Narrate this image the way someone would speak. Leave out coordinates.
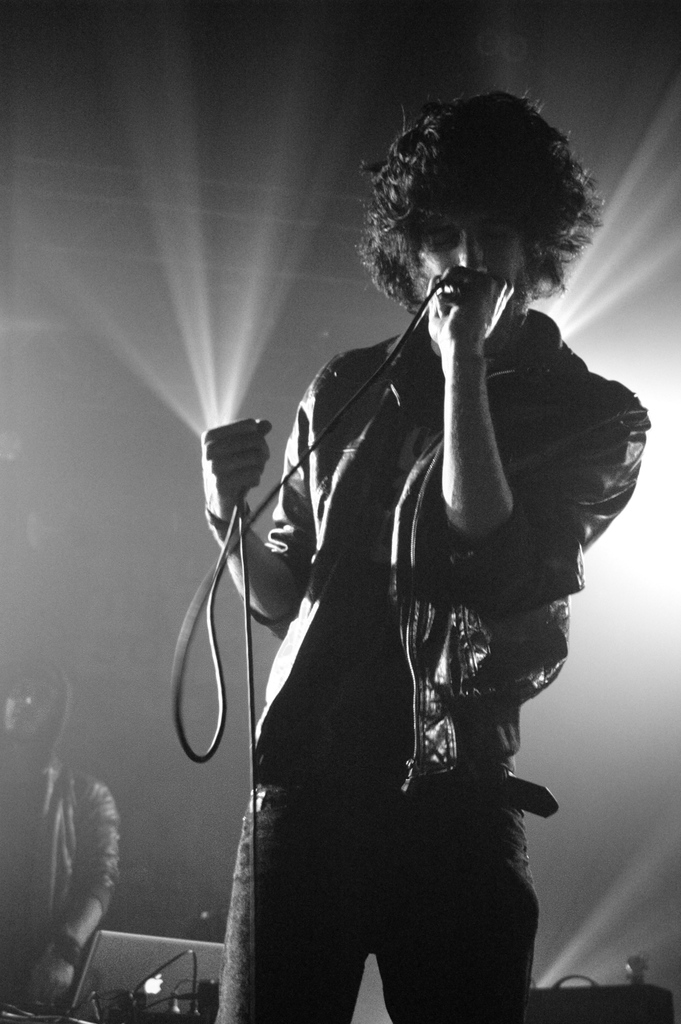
He is standing. He's holding a mic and he's singing a song.
